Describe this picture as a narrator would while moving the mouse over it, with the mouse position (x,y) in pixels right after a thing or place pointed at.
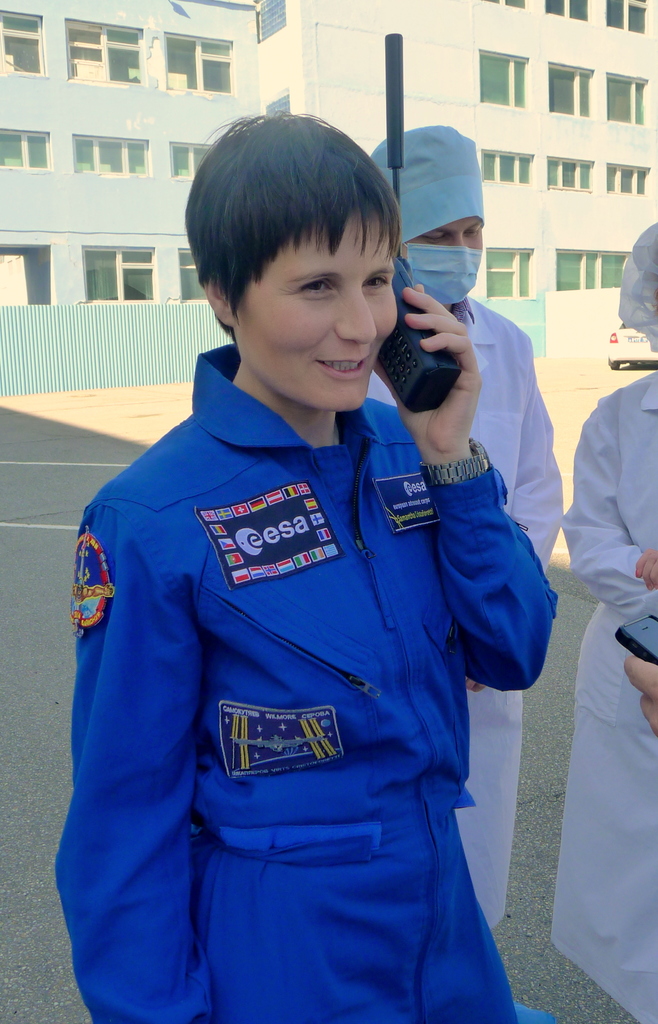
In this image we can see a woman (336,656) wearing a blue dress (326,500) and holding a mobile (419,407) in her hand (429,435). In the background (648,428), we can see two persons (496,434) wearing white dress (559,475) and a vehicle (628,347) parked on the ground (586,376), a building (319,29) with a group of windows (82,32) on it.
